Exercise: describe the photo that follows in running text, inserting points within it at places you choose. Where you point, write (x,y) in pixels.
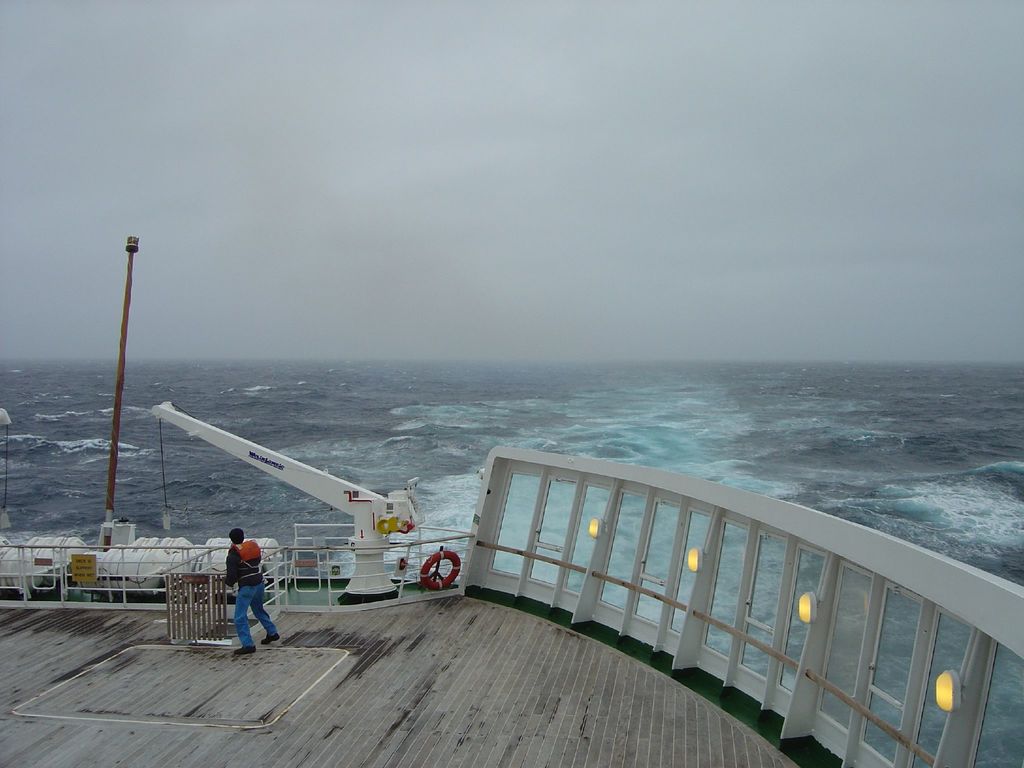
This is an outside view. At the bottom (264,619) there is a person (241,569) standing on the ship (339,690). On the right side (808,561) there is a railing (879,719). On the left side (174,565) there are two objects (148,562) placed on the ship (514,671) and also there is a pole (121,387). In the background (497,419) there is an Ocean (417,391). At the top of the image (551,132) I can see the sky (255,107).
